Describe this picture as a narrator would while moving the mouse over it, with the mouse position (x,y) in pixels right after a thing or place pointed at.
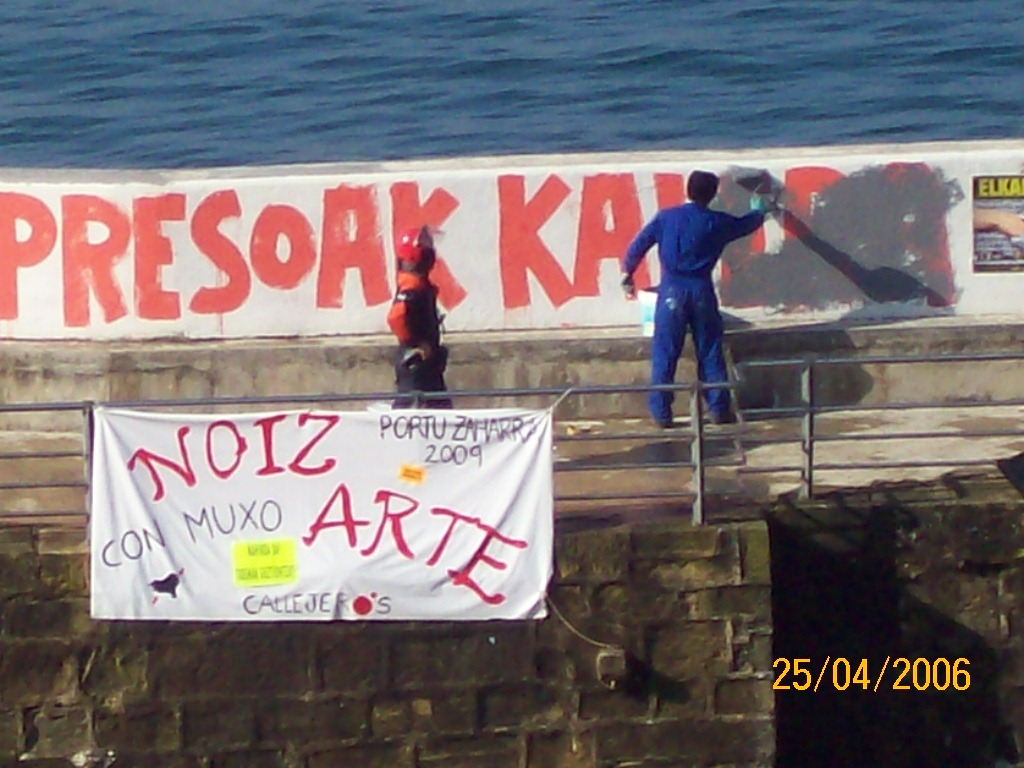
In this image, there are a few people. We can see the wall (969,258) with some text (756,240). We can also see some posters (984,196) with text (1004,183) and images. We can see the fence (863,467) and some water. We can also see some text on the bottom right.
